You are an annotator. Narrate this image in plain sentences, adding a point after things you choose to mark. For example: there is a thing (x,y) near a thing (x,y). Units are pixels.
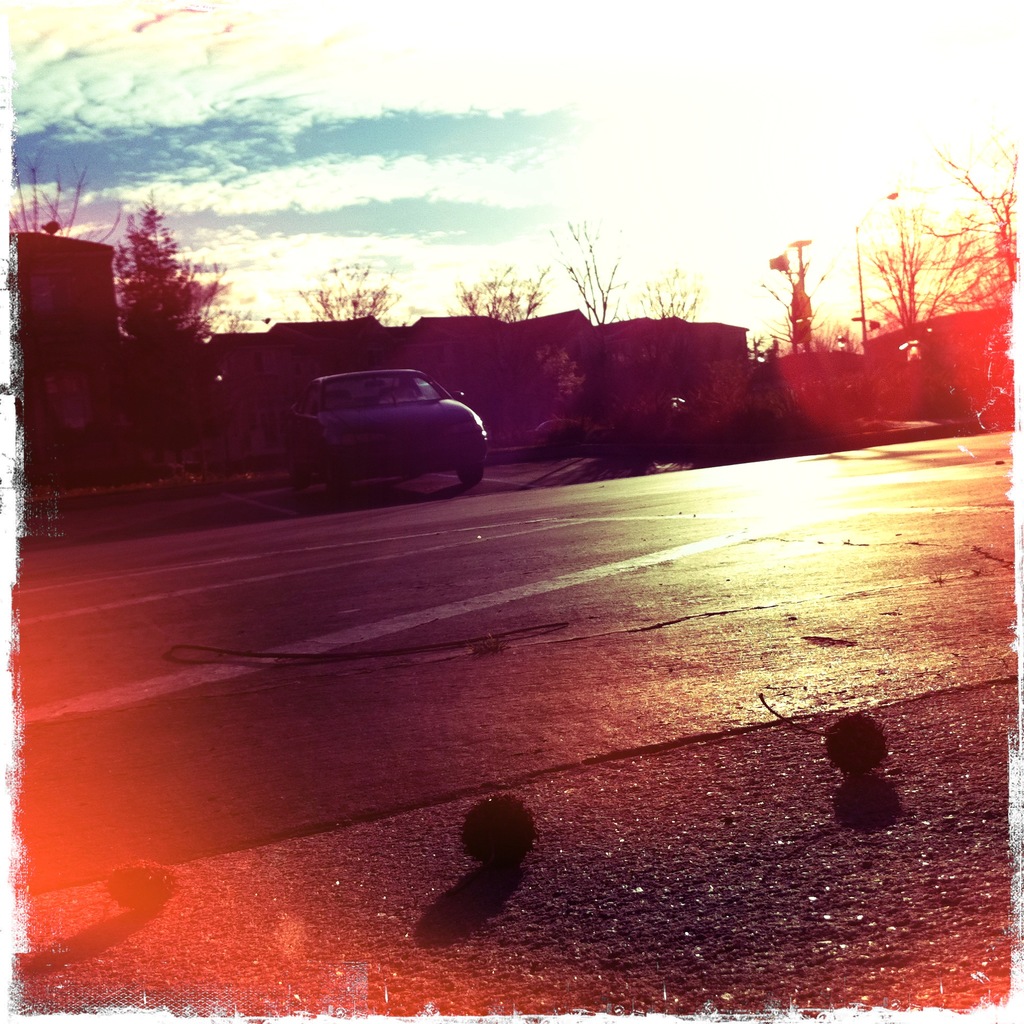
Here this picture is an edited image, in which we can see a car (377,450) present on the road (395,552) and we can also see plants (127,469) and trees (138,292) present and we can also see houses (475,392) present and we can see sun (776,169) and clouds (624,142) in the sky (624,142).
